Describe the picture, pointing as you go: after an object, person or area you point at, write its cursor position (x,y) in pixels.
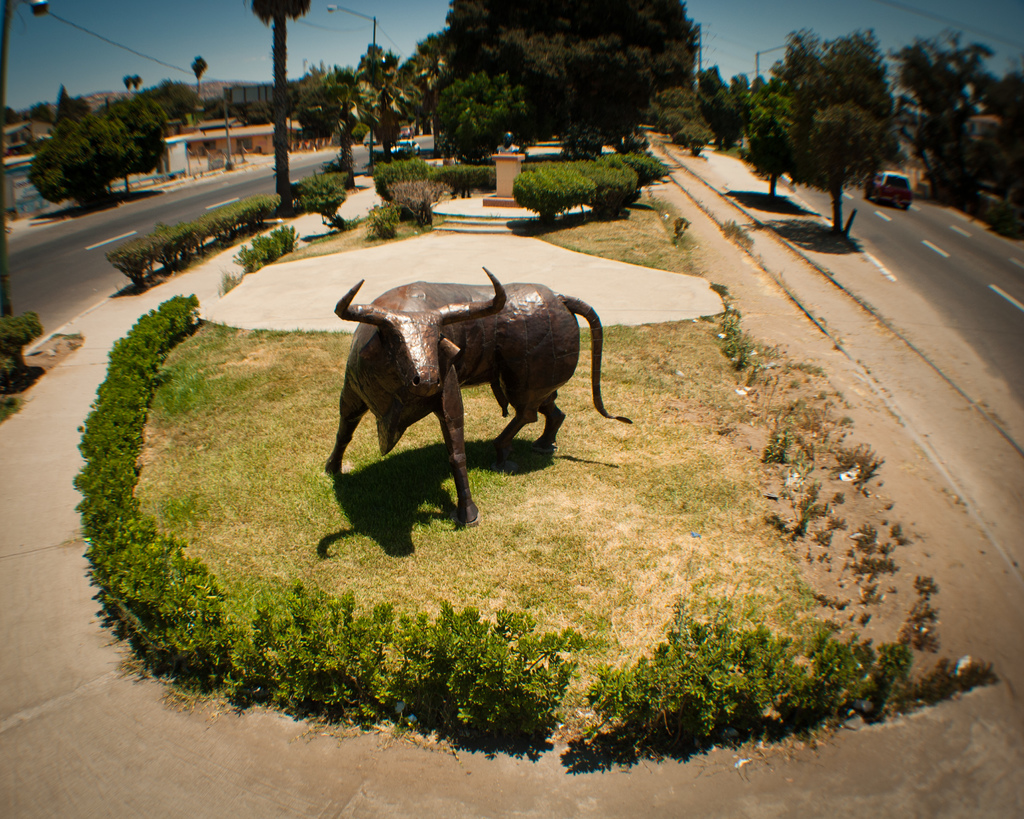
In this image I can see the statue (470,376) of an animal (377,349). To the side of an animal (414,346) I can see some plants (414,629) and the road (927,225). On the road (935,215) I can see the vehicle (891,197). In the background (572,54) there are many trees (441,120), poles (373,149), house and the blue sky (220,62).
